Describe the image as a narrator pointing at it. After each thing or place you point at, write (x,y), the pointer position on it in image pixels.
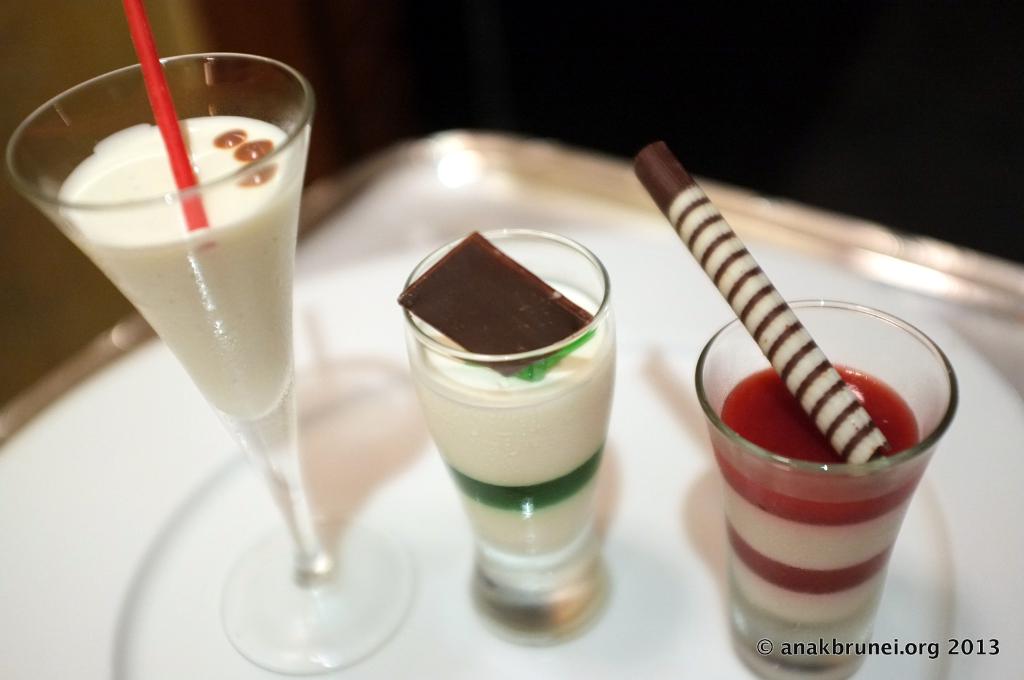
There is a tray (121,476). On the tray (333,466) there are glasses (282,422) with different drinks (219,326). In the right bottom corner (896,653) there is a watermark (928,655).
